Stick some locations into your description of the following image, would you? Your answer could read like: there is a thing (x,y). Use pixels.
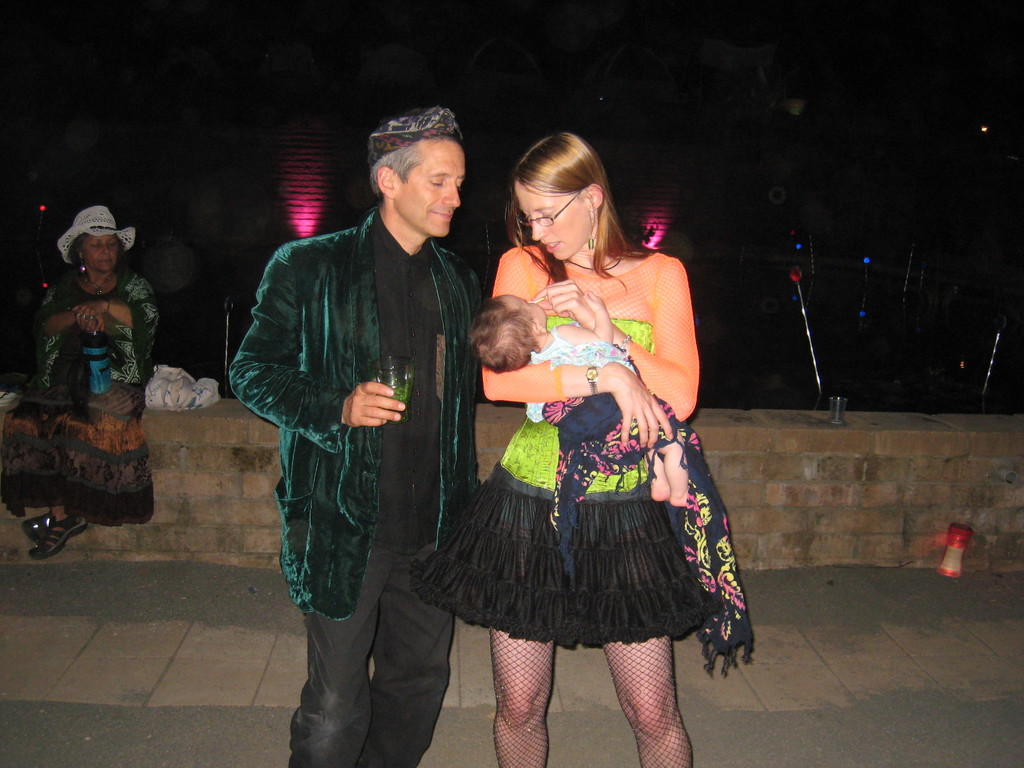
In this image we can see a man (356,429) and woman (537,415). Man (333,422) is holding a glass (402,383) and wearing a cap (402,133). Woman (525,217) is wearing a specs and watch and holding a baby (578,317). In the back (195,468) there is a wall (732,460). On that a lady (66,391) wearing hat (92,228) is holding something in the hand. In the background (294,187) there are lights (304,195). Also there is a glass (842,414) on the wall (847,430). Near to that there is a light (954,556).
